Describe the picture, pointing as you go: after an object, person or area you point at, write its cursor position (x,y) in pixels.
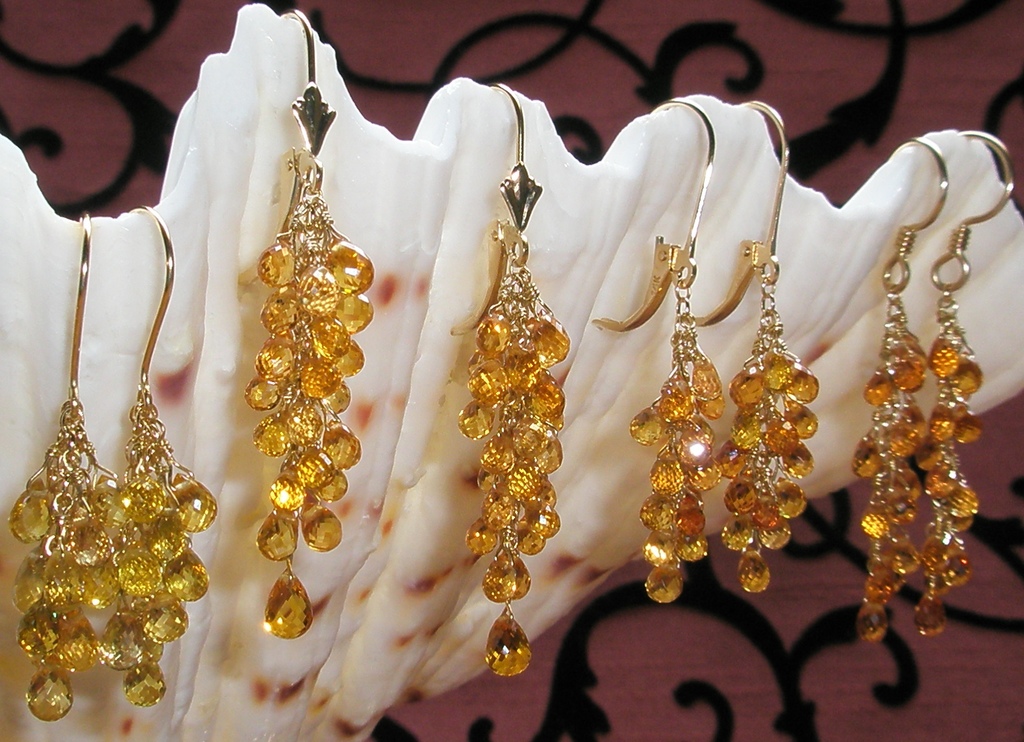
In the center of the image (495,401) we can see earrings (312,269) are present on the seashell (448,220). In the background of the image (433,11) we can see a cloth (760,607).
